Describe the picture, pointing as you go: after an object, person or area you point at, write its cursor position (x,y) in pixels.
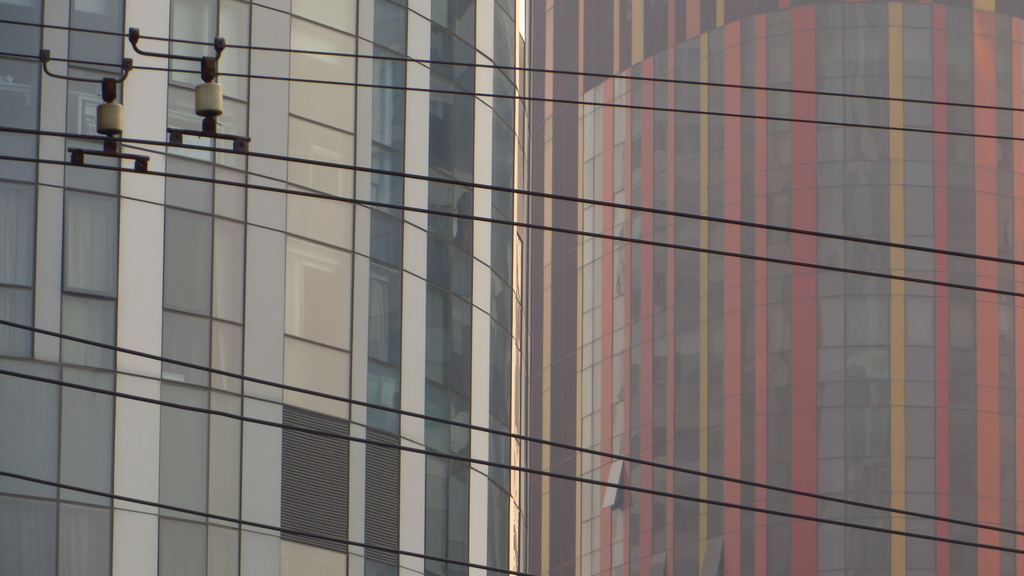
In this image we can see some buildings (828,427). In the foreground (105,116) we can see some rods (106,98) on the cables (330,53).
